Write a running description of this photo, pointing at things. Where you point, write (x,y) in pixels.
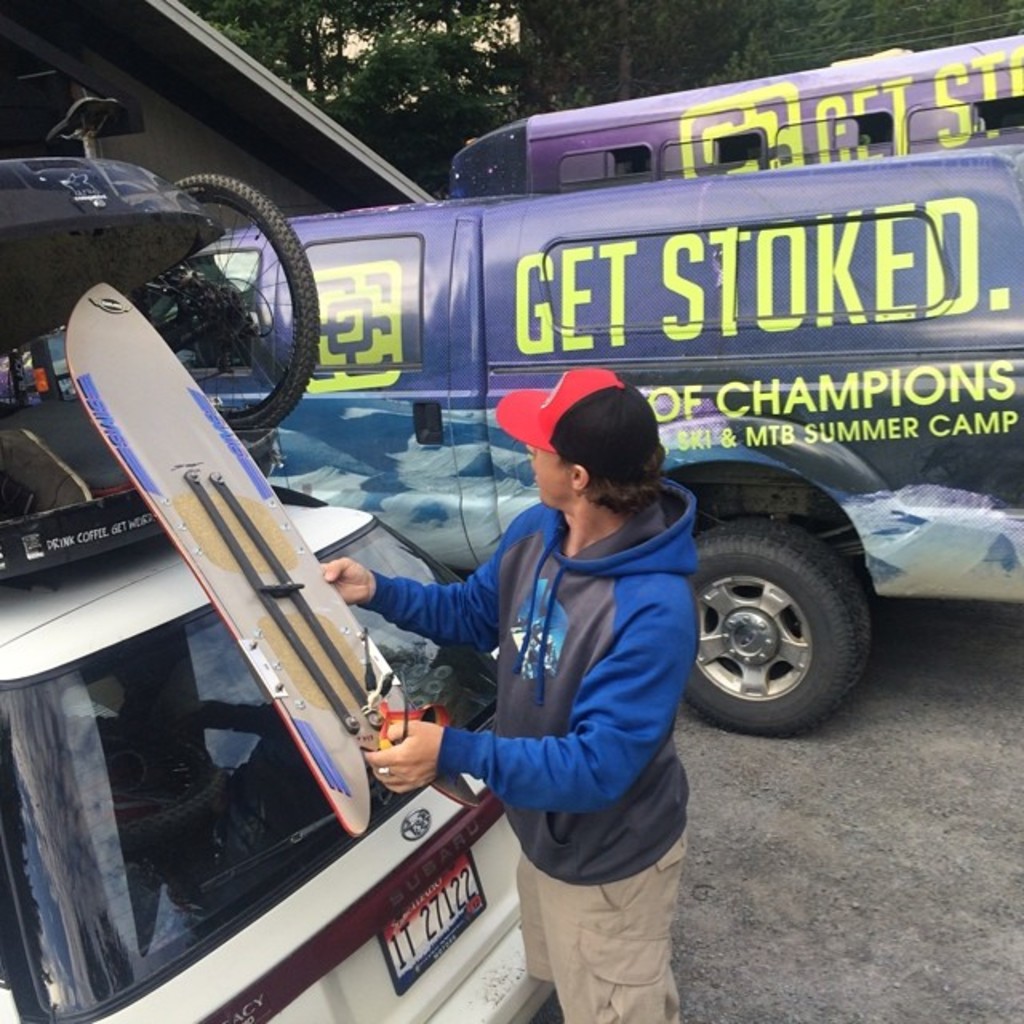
In this image there is a person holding board (244,478) and standing beside the car (366,528), beside him there is another big vehicle (338,296) and trees (502,112).
